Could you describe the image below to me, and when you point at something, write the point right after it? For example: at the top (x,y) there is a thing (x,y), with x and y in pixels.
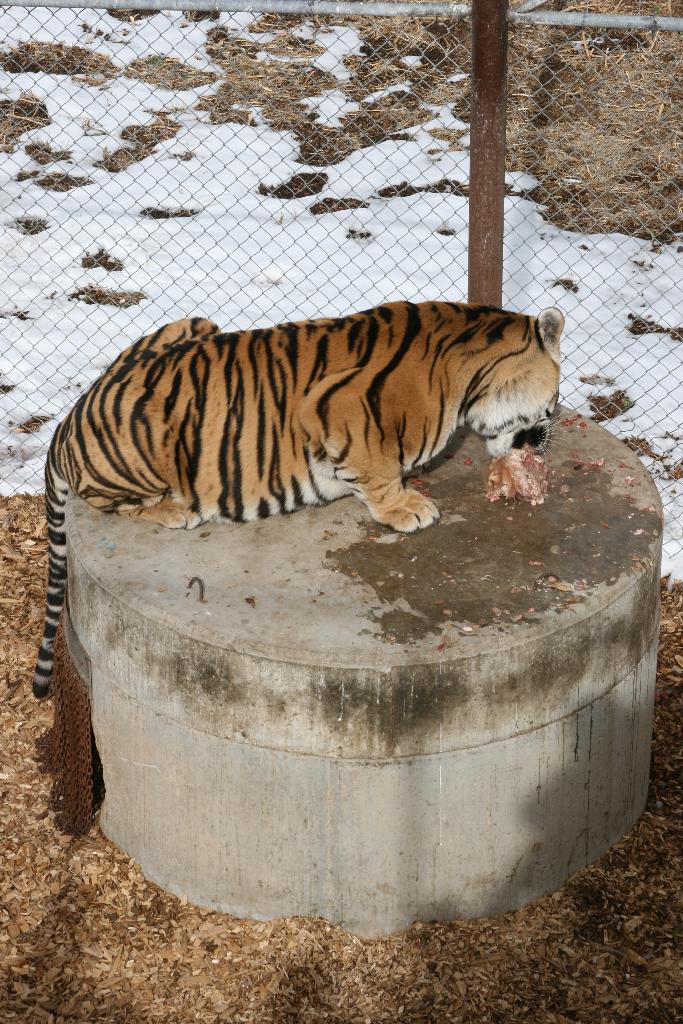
In this picture I can see a tiger (493,445) eating something, which is on the cylindrical shaped platform (343,509), there is snow (430,275), grass (631,67) and there is wire fence (392,249).
